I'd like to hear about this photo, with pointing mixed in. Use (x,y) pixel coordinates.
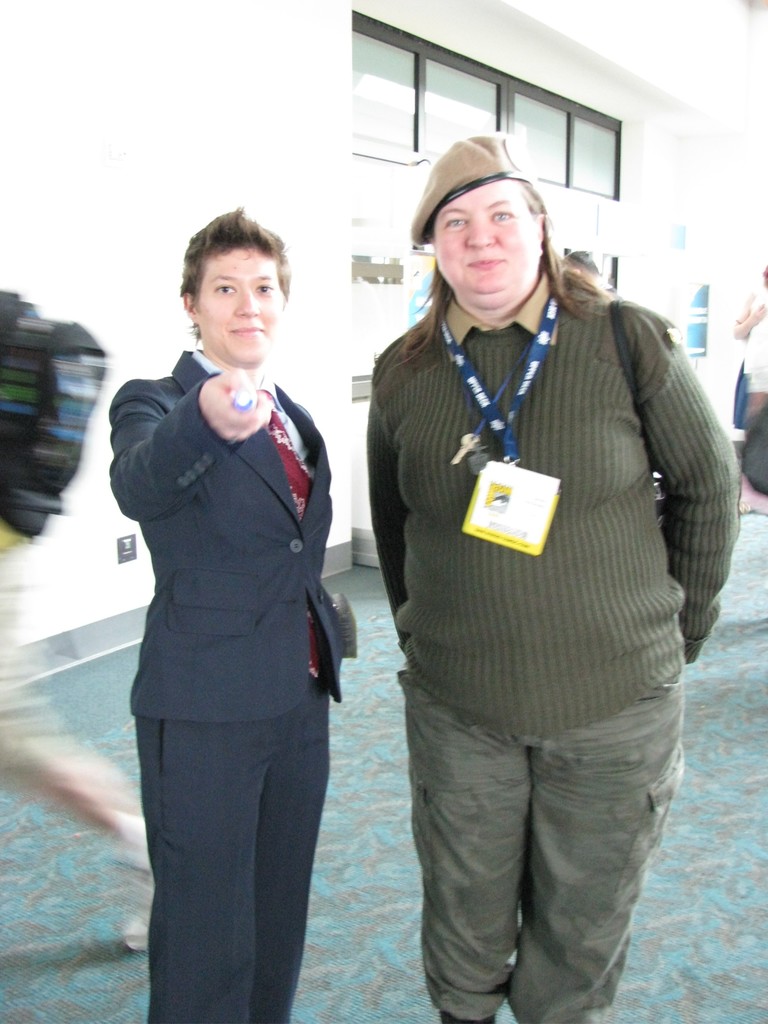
In this image we can see some people (445,511) standing. One woman (306,557) is holding an object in her hand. On the left side of the image (12,575) we can see a person (23,700) wearing bag (39,436) and walking. In the background (401,93), we can see some windows (481,114) and a board (417,304) with some text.
